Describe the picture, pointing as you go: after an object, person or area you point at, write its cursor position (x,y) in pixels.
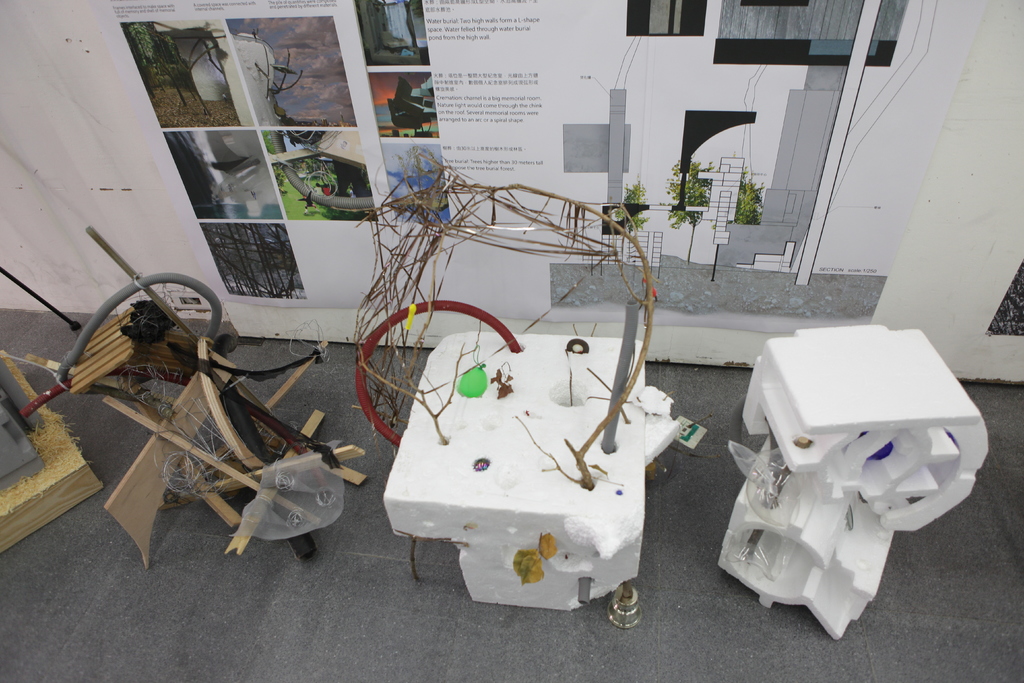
In this picture there are wooden objects (62,499) and there are thermocol objects (932,418). At the back (823,60) there is a poster (742,39) on the wall (297,317). On the poster (382,184) there is text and there are pictures (752,208) of trees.
